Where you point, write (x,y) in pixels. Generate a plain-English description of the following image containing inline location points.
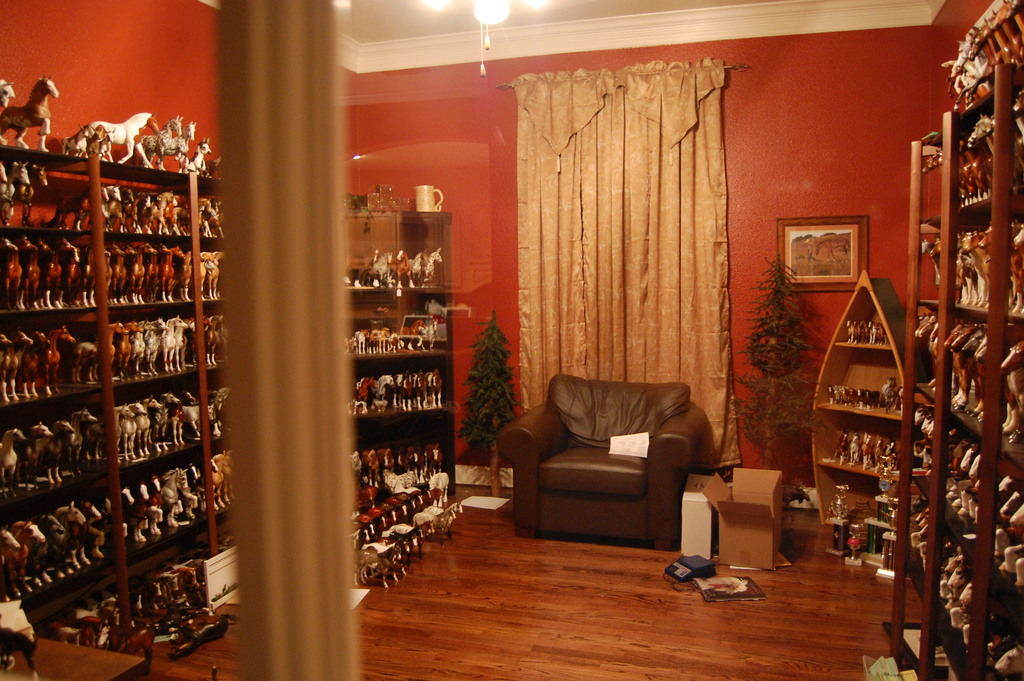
In the foreground of the picture (302,462), there it seems like a pole (301,454) and in the background (367,351), there are many toys (398,392) in the rack (942,524) on either side. We can also see a sofa (573,450), trees (781,379) and few more objects (698,576) on the floor (822,563). Behind it, there is a curtain (628,181), a frame (801,231) on the wall (815,211) and the chandelier (498,15) at the top (485,15).
